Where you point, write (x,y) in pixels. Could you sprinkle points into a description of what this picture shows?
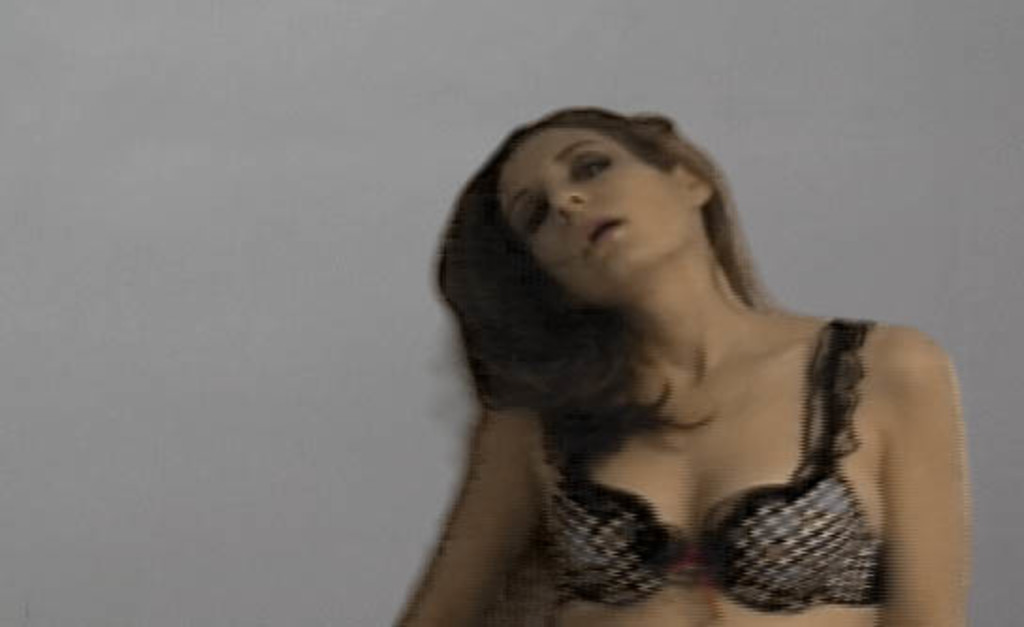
This image is slightly blurred, where we can see a woman (576,513) standing near the wall (176,151).
